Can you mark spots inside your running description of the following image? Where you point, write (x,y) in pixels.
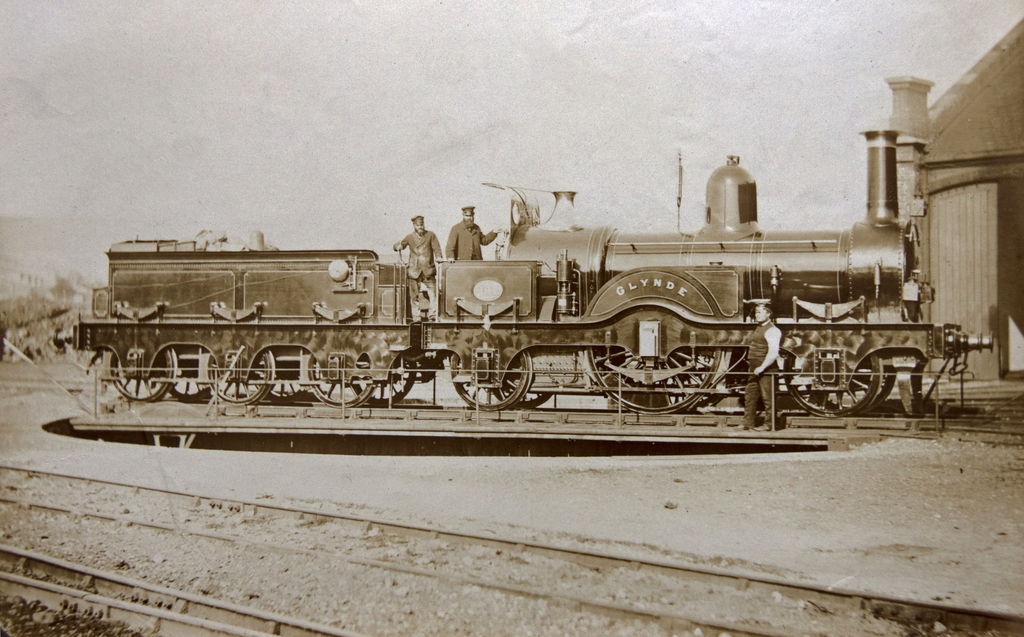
In this image in the front (362,580) there are railway tracks (83,598). In the center (504,337) there is a train (430,338) and on the train (544,242) there are persons (433,294) standing. On the right side (975,213) in the background (969,219) there is a wall (963,236).
